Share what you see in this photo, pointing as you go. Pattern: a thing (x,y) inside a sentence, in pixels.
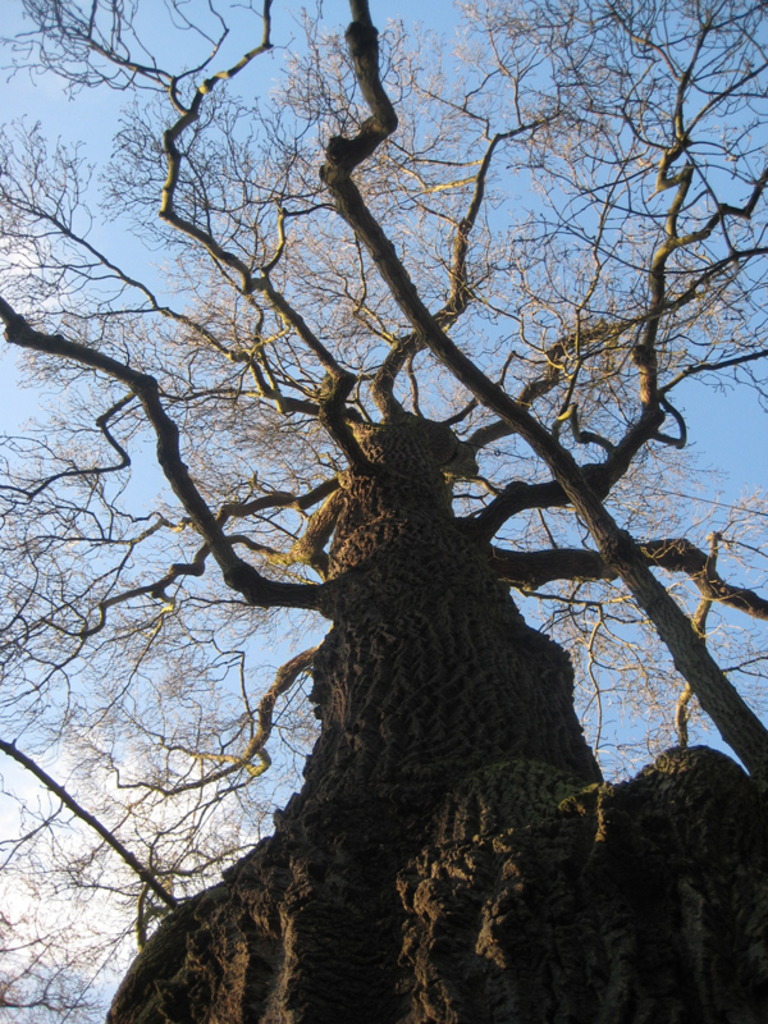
In this image I can see few dried trees (353,492). In the background (76,218) the sky (141,454) is in blue and white color.
